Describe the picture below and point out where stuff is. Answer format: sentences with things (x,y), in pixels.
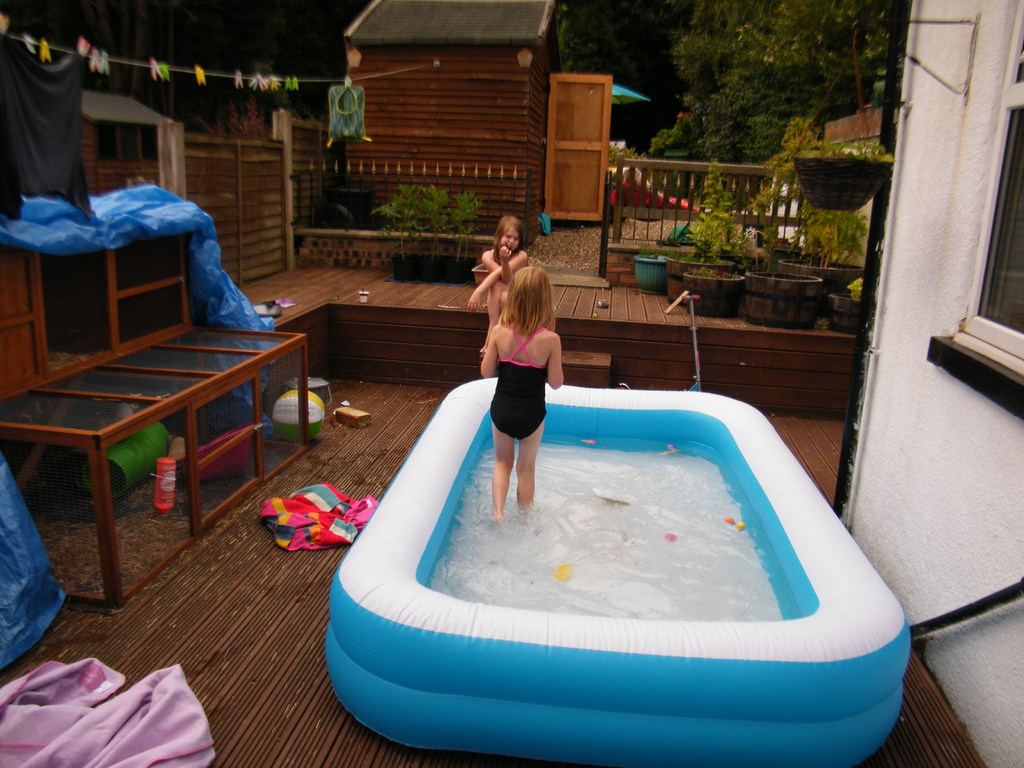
This is a outdoor picture. Here we can see a pool tub (515,461). In the pool tub (658,486) there is one girl (511,410) standing, she is wearing a swim suit (527,377) and the other girl (510,241) is sitting opposite to this girl (530,270). The hair (511,226) colour of both the girls (534,300) are light brown in colour. on the left side of the picture (199,459) we can see a hutch (212,451) and there is bottle (167,480), green tube (153,448), mesh (133,511) in the hutch (218,449). Beside the hutch (285,438) there is a ball (322,403), container (326,390) which is ash in colour, There is a brick (355,416). There is a towel (325,504) near to the hutch (146,491), beside to it there is a pink towel (123,715). On the hutch (251,361) there is a blue cover (169,226). There is a rope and the clips (260,76) are hanged to the rope (306,82). There is also a bag (347,91) which is hanged to the rope (333,80). There is a black cloth (69,117) which is hanged to the rope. On the background of the picture (528,67) we can see a shed (494,86). This is a door (584,160). These are the trees (785,36) and we can see few plants (760,259) with pots (652,269). Here on the right side of the picture (926,251) we can see a wall (929,138) which is painted in white in colour with a window (1001,259).
